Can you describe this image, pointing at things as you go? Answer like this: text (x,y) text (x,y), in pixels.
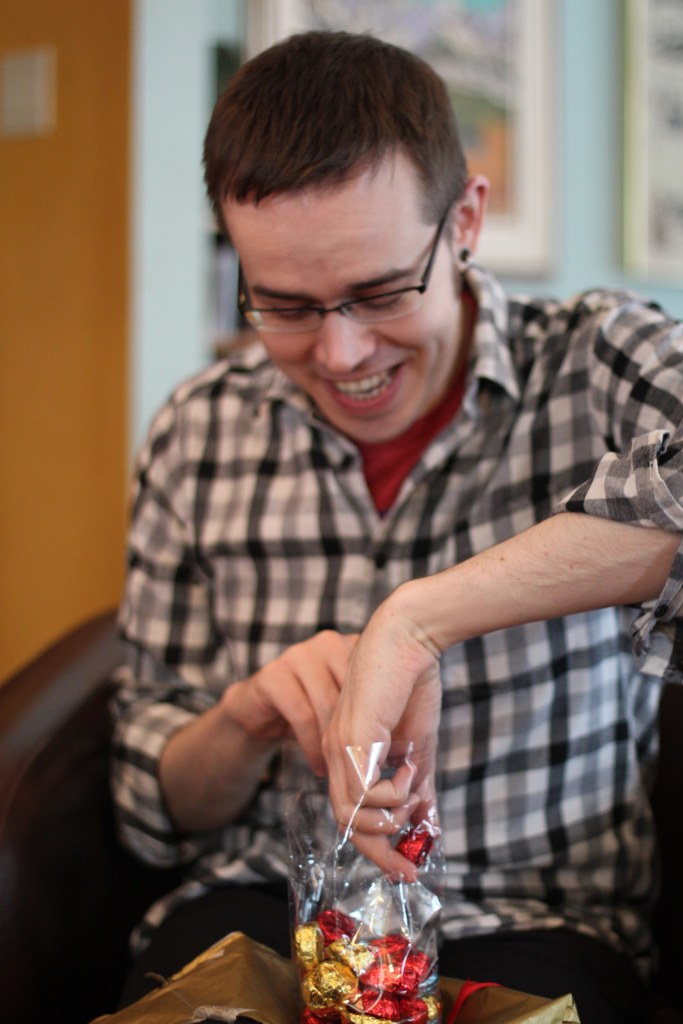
In this image we can see a man (579,736) sitting and holding a cover (393,912) containing chocolates (356,975). In the background (103,81) there is a wall (91,34) and we can see frames (644,104) placed on the wall (62,390).
